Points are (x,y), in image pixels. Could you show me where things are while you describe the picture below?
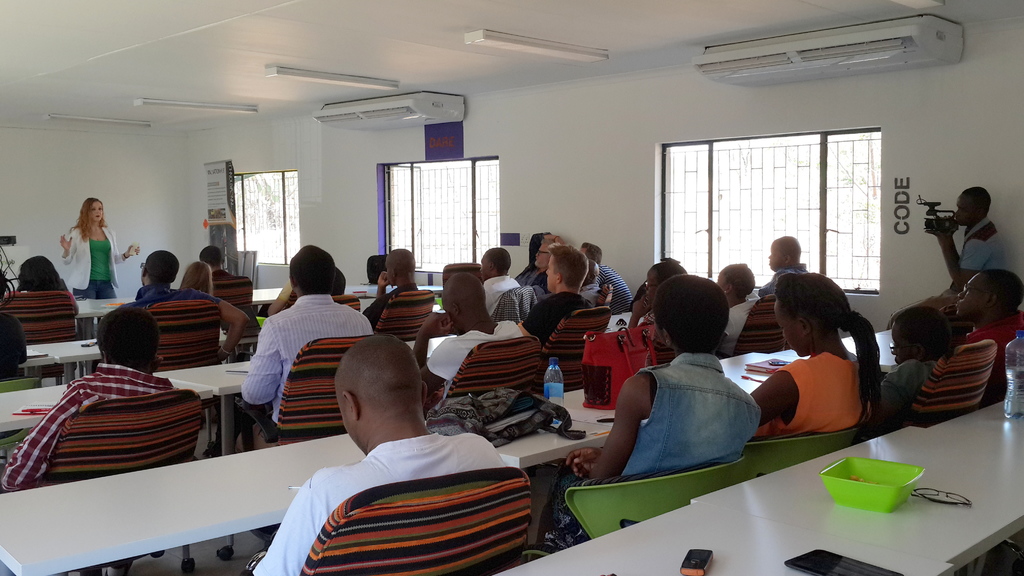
This is a picture of a classroom (488,161). In the foreground of the picture (863,324) there are many people (854,396) seated in chairs (121,460). In front of the tables (182,501) on the tables (138,505) there are backpacks (511,412), books (598,414), water bottles (550,361) and pens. To the top right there is a person (996,241) holding camera (936,214). In the top of the background (946,33) there are air conditioner (954,44). To the ceiling (372,49) there are lights (109,119). In the background (845,216) there are windows (287,199). To the top left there is a woman (98,214) standing and talking.
